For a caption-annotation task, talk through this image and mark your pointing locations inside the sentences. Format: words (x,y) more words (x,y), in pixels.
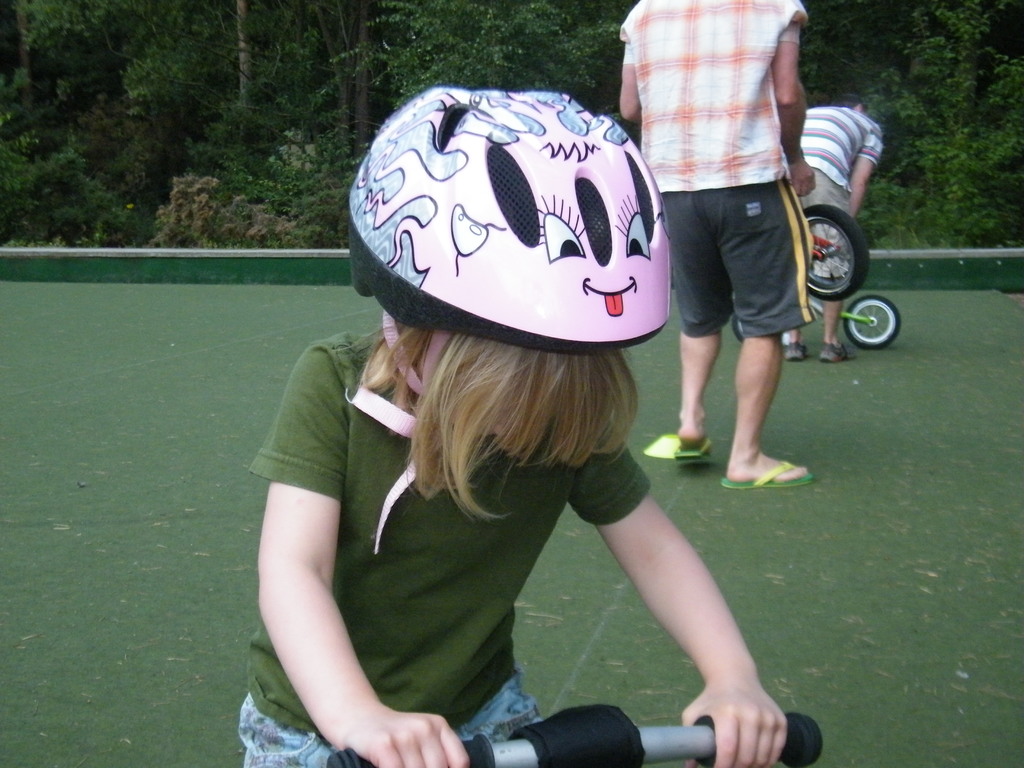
A child (314,461) is holding a bicycle (575,720) wearing a pink helmet (372,219), green t shirt (475,590) and jeans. There are other people (749,219) at the back (790,294). There are trees (63,110) at the back (356,82).
